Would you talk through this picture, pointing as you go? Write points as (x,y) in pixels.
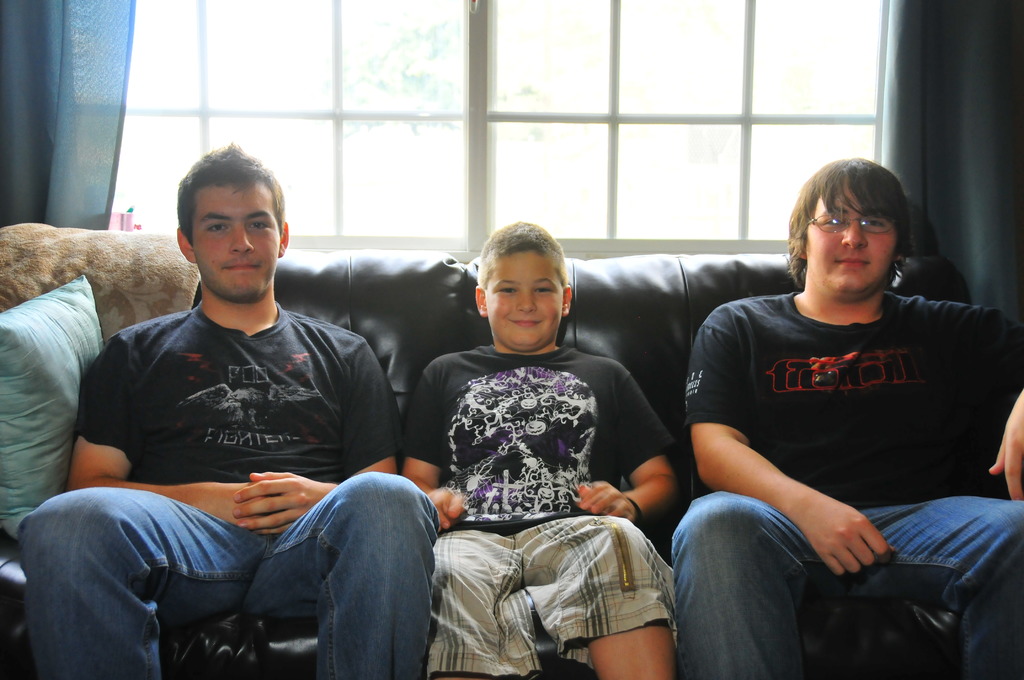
In this image we can see three boys (764,444) sitting on a sofa (443,338). In the back (489,42) there are windows (672,92) with curtains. And one boy (805,254) is wearing specs (837,226).
